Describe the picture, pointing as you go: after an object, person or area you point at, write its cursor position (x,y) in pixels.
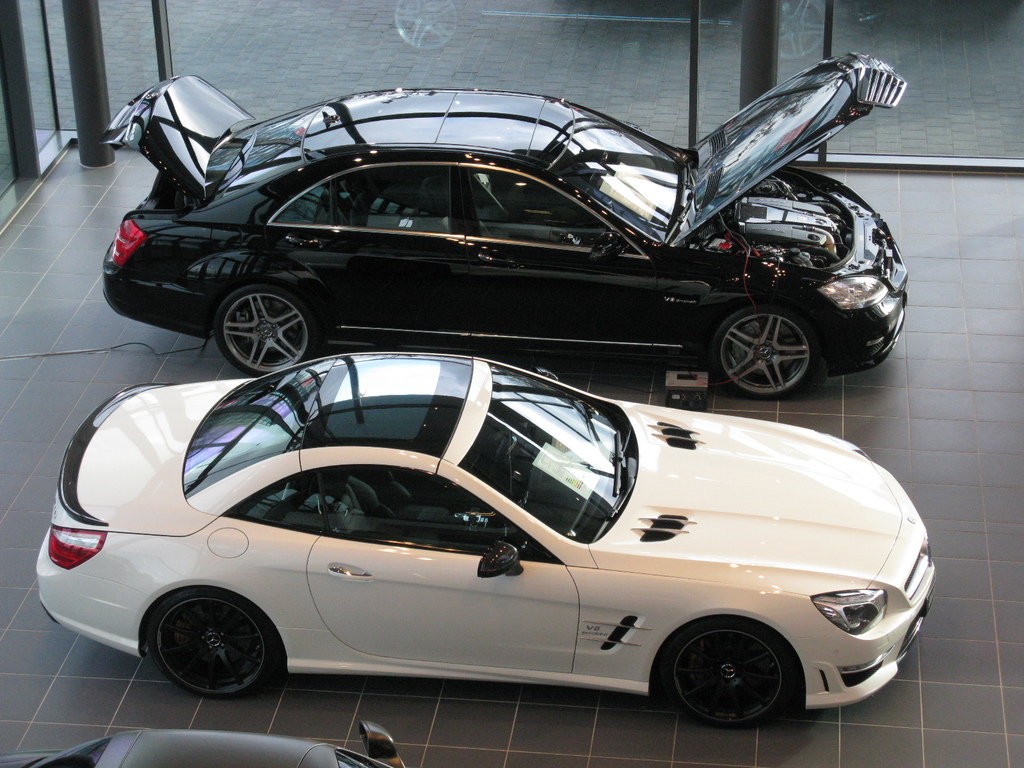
In this image there are vehicles (357,568), tile floor (912,382), glass walls (302,44) and pillars (767,49).
